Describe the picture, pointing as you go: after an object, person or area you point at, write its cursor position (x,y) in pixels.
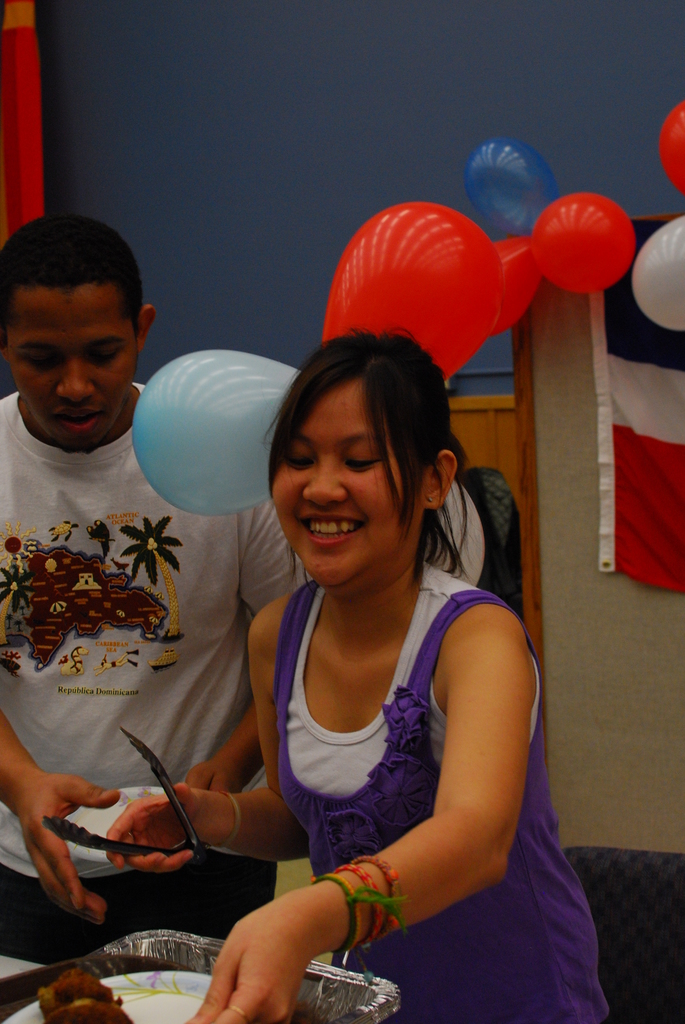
In this image we can see a man (202,606) and a woman (340,653) standing and one of them is holding tongs (198,837) in the hands (183,830) and the other is holding serving plates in the hands (220,777). In the background (451,167) there are balloons (495,179), walls (379,160) and a serving bowl (311,985) with food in it.
